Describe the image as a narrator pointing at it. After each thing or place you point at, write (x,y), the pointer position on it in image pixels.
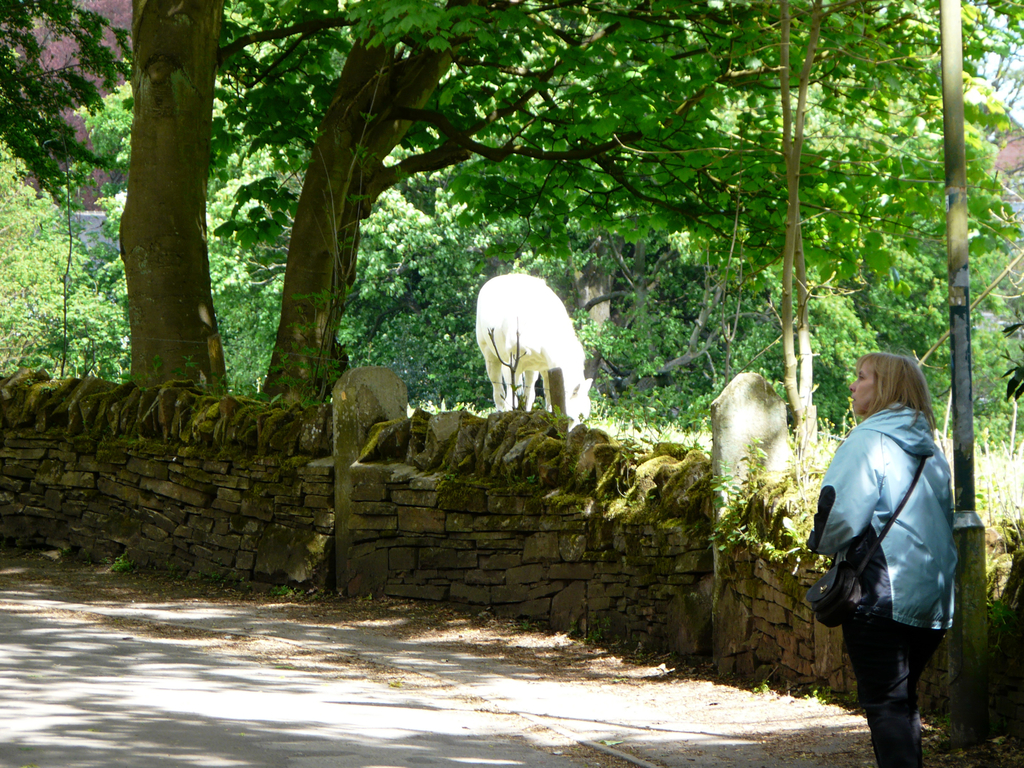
In this image there are one animal (573,377) which is eating the grass (611,403) on the ground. On the right side (901,668) there is a woman (859,540) who is wearing the bag (850,588) is standing on the road (567,700). Beside her there is a stone wall (300,470). In the background (271,214) there are trees (325,180). On the right side (952,223) there is a pole (953,139).
